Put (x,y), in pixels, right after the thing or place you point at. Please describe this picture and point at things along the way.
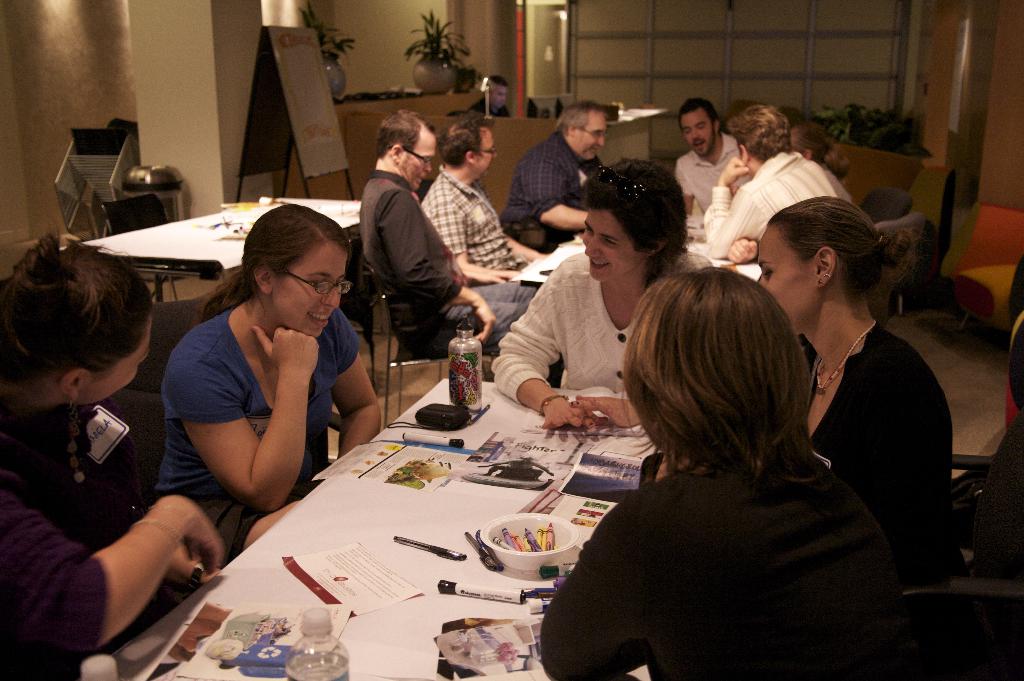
In this image, we can see people (427,282) sitting on the chairs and some are wearing glasses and there are papers (511,478), bottles (468,372), pens (496,559) and some other objects (220,225) on the tables (387,553) and we can see houseplants (856,112), chairs (928,240), stands (264,79) and some other objects (159,211).
